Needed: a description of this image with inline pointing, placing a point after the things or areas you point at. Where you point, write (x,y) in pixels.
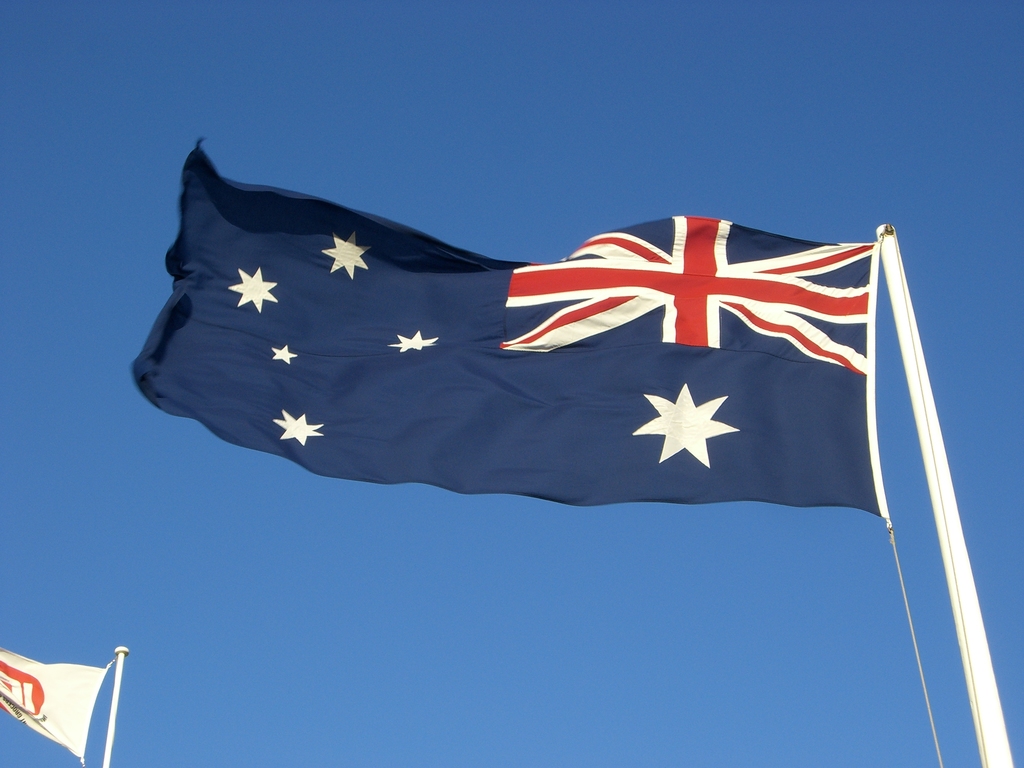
In this image there are two poles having flags (830,426). Right side (689,308) flag (696,405) having few star images (279,358) on it. Background (135,326) there is sky (620,541).
